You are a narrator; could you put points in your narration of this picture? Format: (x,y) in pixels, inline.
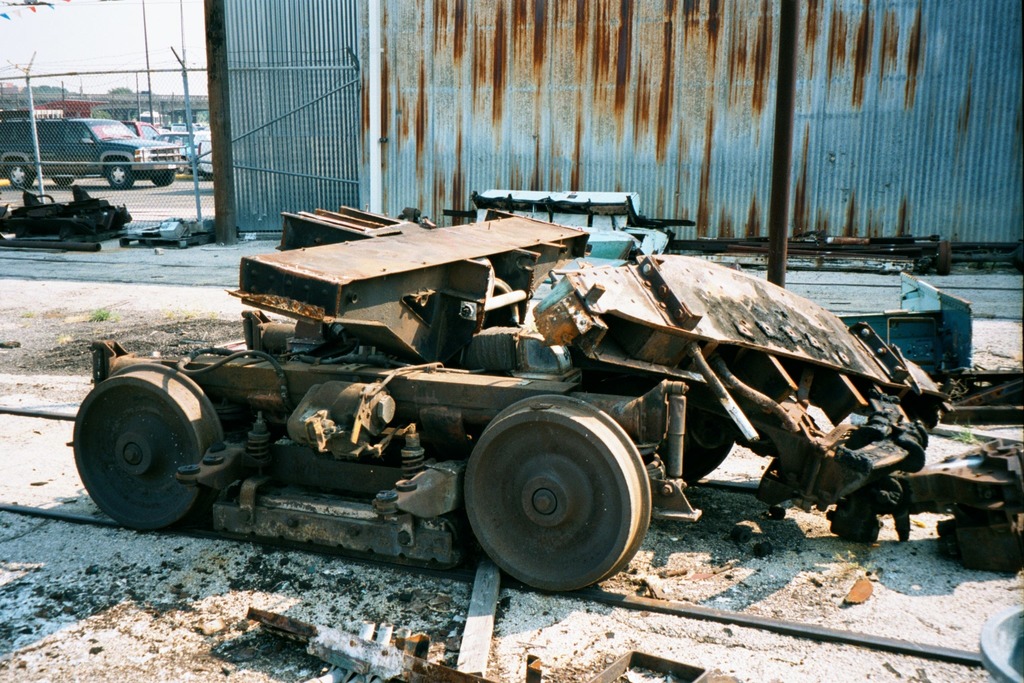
In this picture we can see a vehicle (464,455) and few objects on the ground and in the background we can see a fence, wall (990,49), few vehicles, trees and the sky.
